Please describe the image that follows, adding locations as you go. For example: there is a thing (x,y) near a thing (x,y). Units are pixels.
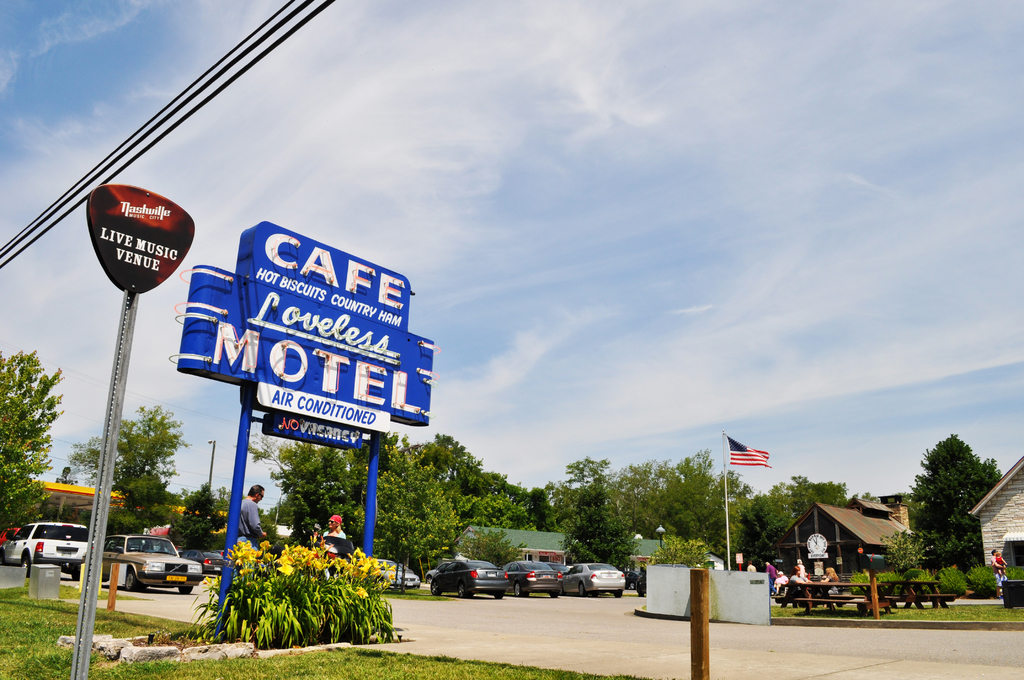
On the left side (162,123), there are cables (240,56). Below these cables (187,101), there are two hoardings (389,329) attached to the poles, there are plants (298,590) and grass (404,679) on the ground (403,654). On the right side (697,627), there is a small pole (698,674) on the ground (720,648). In the background (632,492), there is a flag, there are vehicles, there are buildings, trees (708,493), and grass (1007,614) on the ground (886,603) and there are clouds (478,225) in the sky (720,121).
